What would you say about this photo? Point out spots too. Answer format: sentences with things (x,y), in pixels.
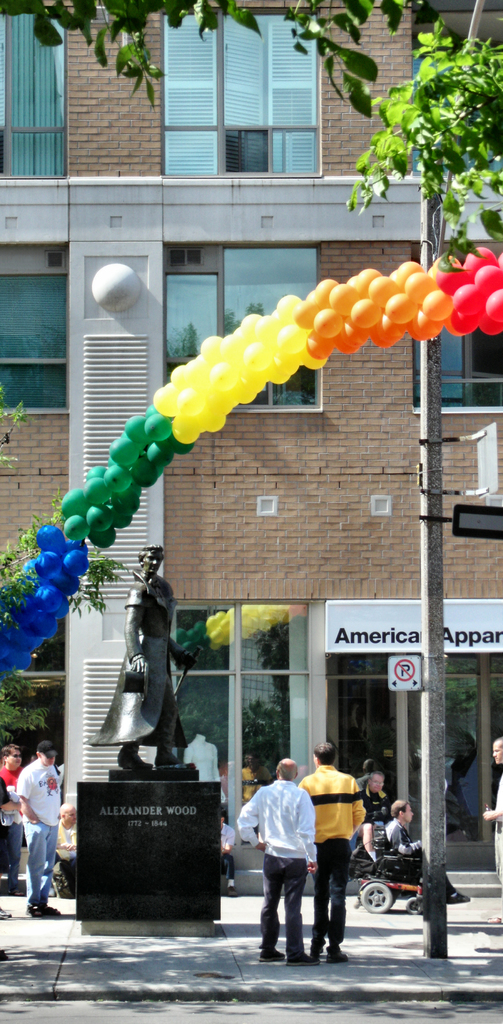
In this picture we can see a building (257,574) and few trees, in front of the building (279,453) we can see few balloons (206,399), a pole (423,835), a statue (164,796) and group of people (39,813), on the right side of the image (395,848) we can see a person (404,803) is seated in the wheelchair (375,869).
